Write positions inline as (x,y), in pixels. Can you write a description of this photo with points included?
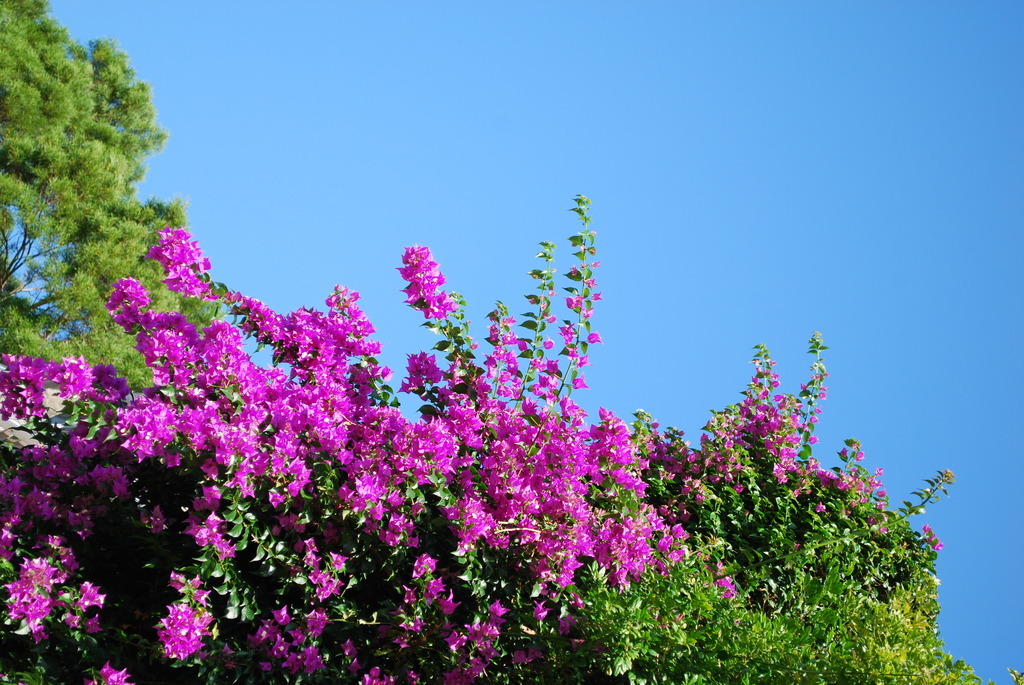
In this picture we can see the trees (879,643) and flowers (500,513). In the background of the image (391,364) we can see the sky (1016,195).
